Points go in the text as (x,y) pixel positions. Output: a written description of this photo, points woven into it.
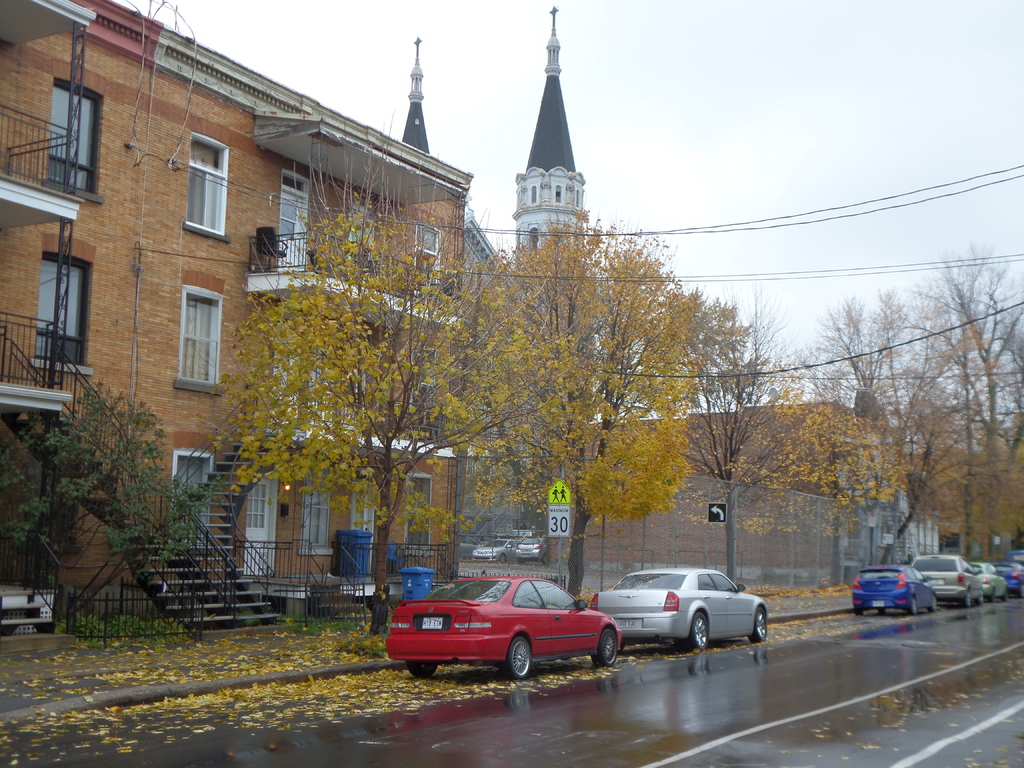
In this image there are buildings (166,452), in front of the buildings (431,491) there are trees (955,477) and there are few vehicles (968,598) are on the road (843,666). In the background (795,185) there is a sky (740,164).
